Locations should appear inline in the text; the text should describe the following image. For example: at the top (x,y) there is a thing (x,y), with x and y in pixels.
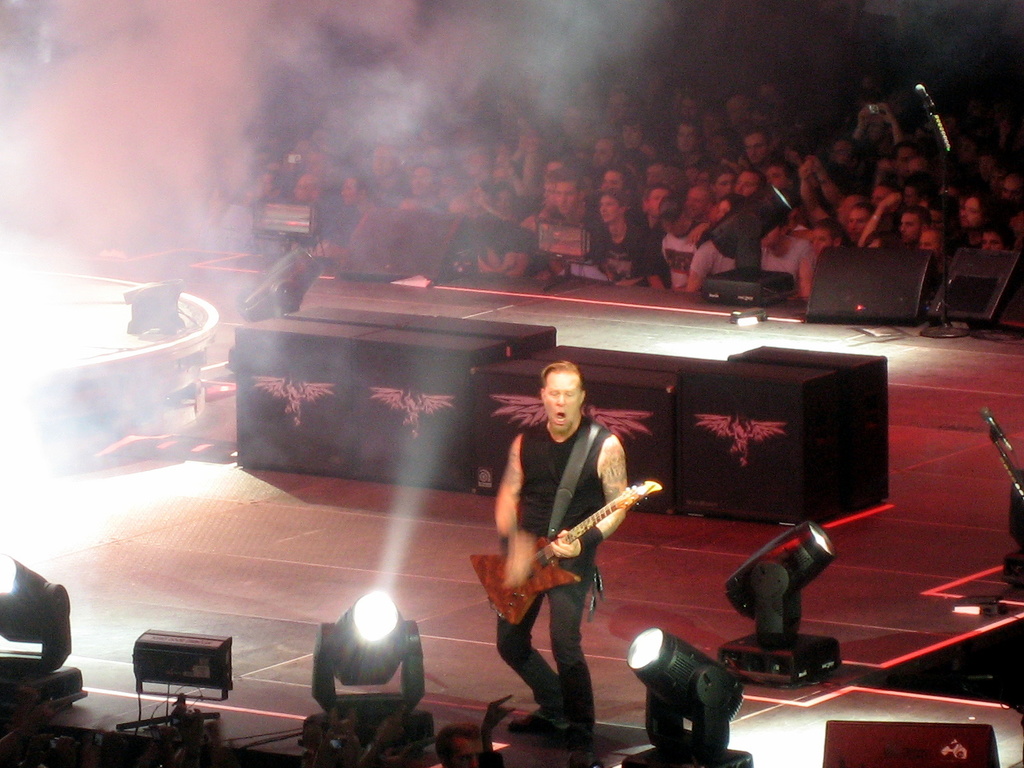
In this image I see a man (531,452) who is holding a guitar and is on the stage (973,435) and I can see lights (268,294) over here. In the background (98,241) I see the smoke (10,223) and lot of people (1011,116).
